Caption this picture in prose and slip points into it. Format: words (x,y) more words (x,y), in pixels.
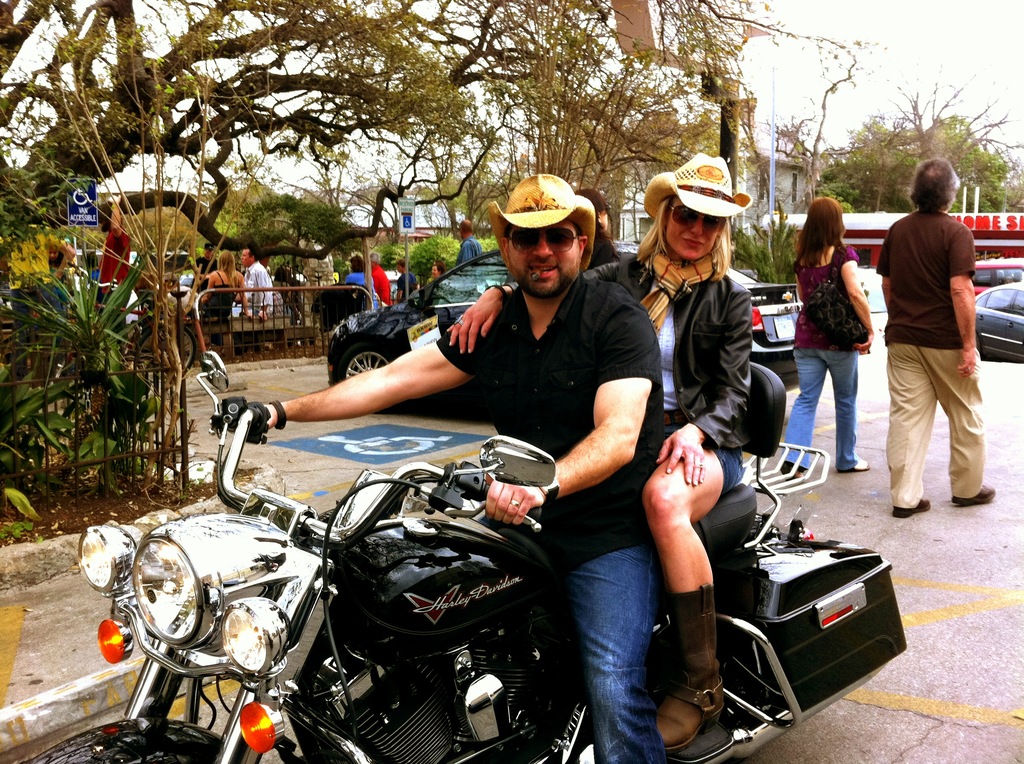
As we can see in the image there are trees (470,119), few people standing and sitting here and there and there is a car (363,325) and motor cycle (499,711). On motor cycle (579,690) there are two persons (648,422).
